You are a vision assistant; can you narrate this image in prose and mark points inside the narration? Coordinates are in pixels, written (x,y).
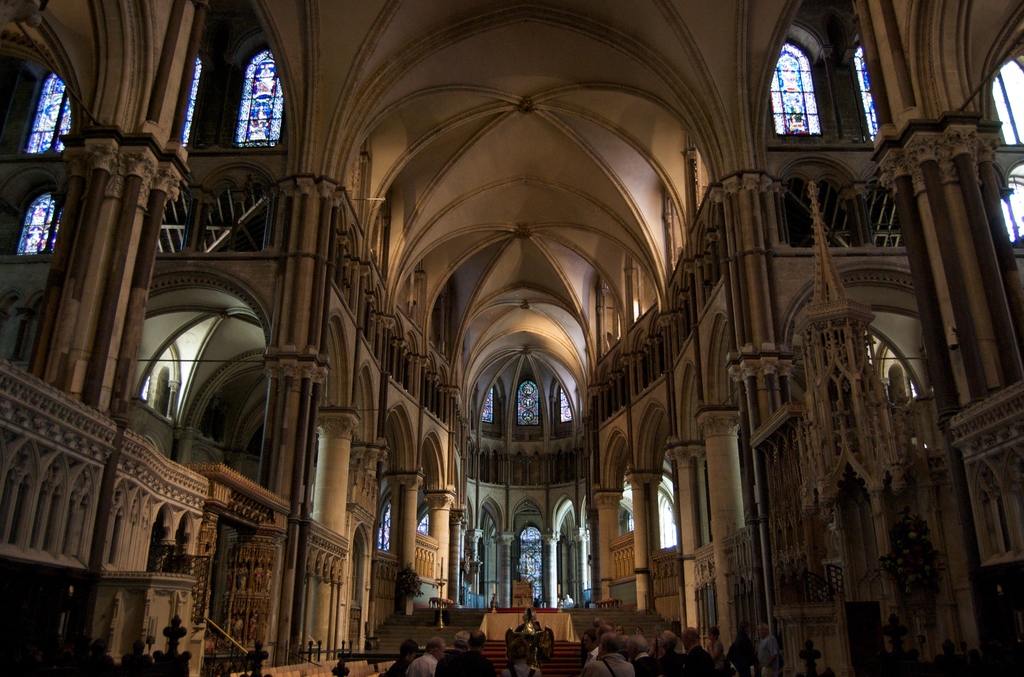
The picture is clicked inside a cathedral (450,577). In the foreground of the picture (587,668) there are people (602,635). On the right (775,259) there are windows (804,87), pillars (741,500) and wall (683,313). On the left (203,147) there are windows (56,140), pillars (95,237) and wall (327,567). In the center of the picture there are candles (562,611), table (515,611) and other objects (526,581). In the center of the background there are windows (538,565).
